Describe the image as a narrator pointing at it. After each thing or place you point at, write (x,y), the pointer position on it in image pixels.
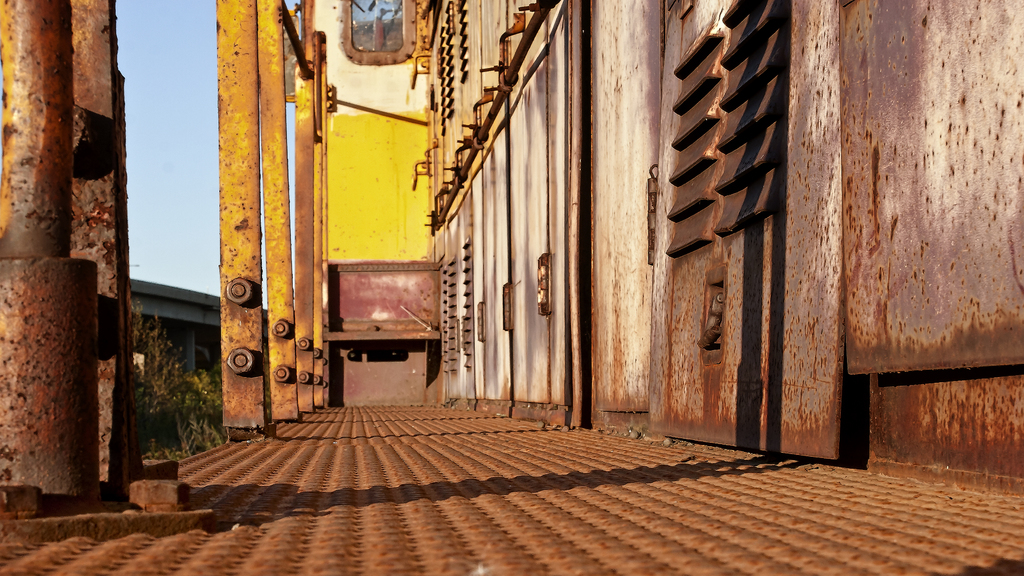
In this image, we can see some metal objects (648,226) on the right (751,26). We can see the ground (677,475). We can see some poles (252,424) and plants (202,381). We can also see the bridge (190,315) and the sky (195,115).
